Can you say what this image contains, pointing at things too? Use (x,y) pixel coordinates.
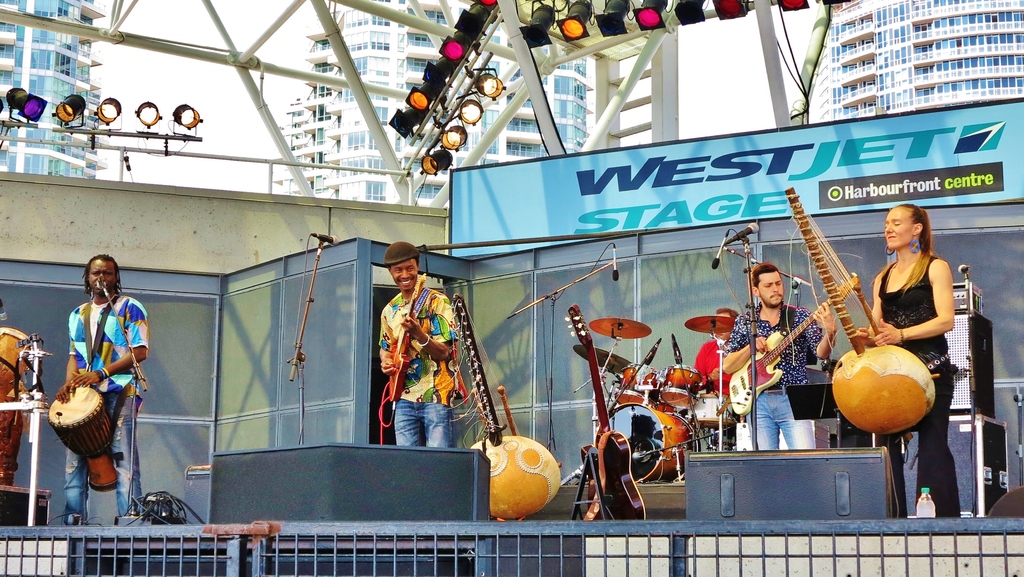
In this picture we have 2 persons (828,336) playing guitar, 1 woman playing a kora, another man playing a djembe (101,486) and at the back ground (609,350) we have a person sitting and playing drums (625,361) and at back ground (514,8) we have focus light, iron rods (283,150), building (318,131), sky (304,36) and a name board (714,143).
